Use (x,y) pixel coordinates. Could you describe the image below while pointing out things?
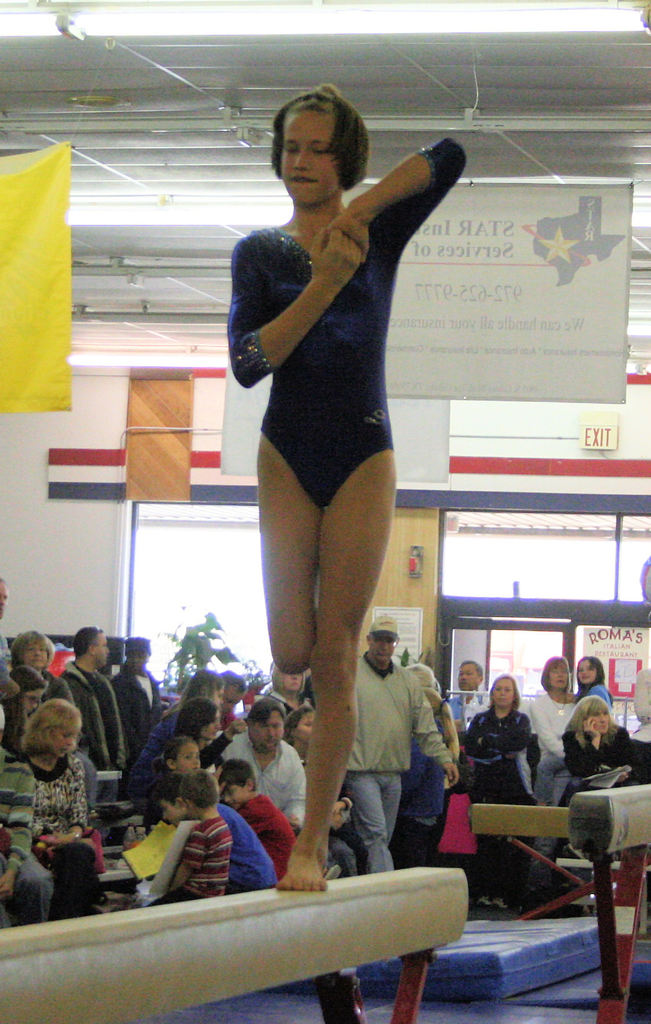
In this image I can see a woman (328,410) wearing blue color dress (341,358) is standing on the cream colored pole (311,895). In the background (148,811) I can see few persons (54,800) sitting, few persons (371,713) standing, the wall (15,498), the ceiling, few lights (345,23) to the ceiling (199,253), a blue colored bed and few other objects (469,354). I can see the glass window (233,582) and a plant (209,621).
